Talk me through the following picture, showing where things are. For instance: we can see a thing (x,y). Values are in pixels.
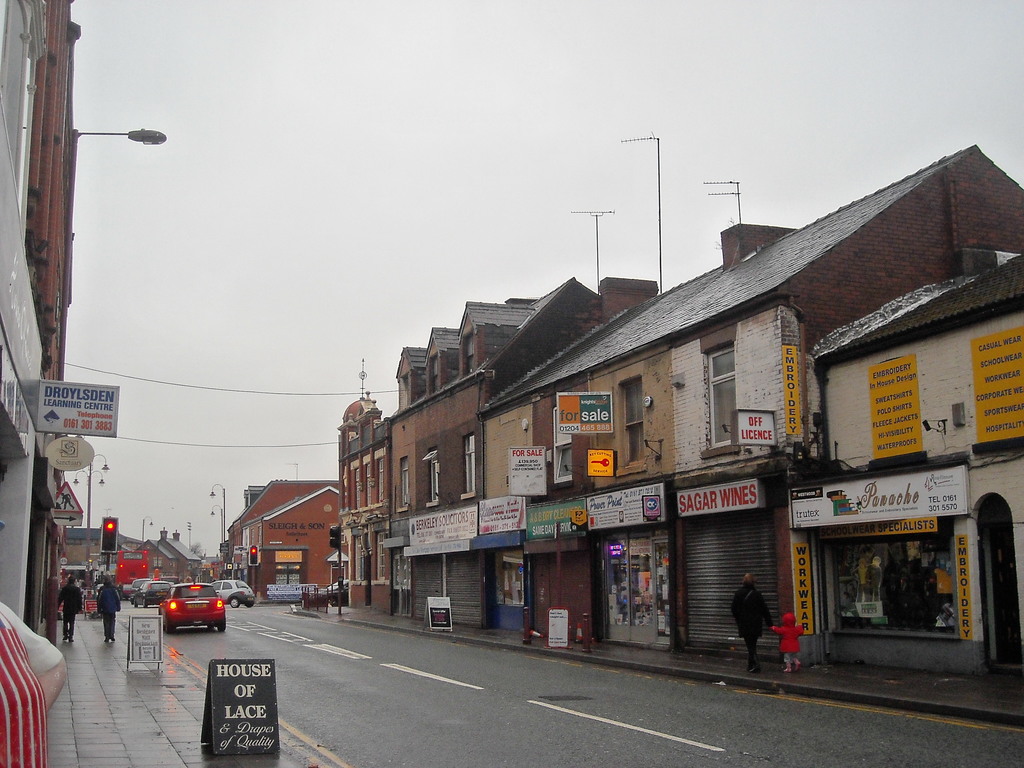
In this image, we can see persons (751,625) wearing clothes (119,608). There is a road (450,697) in between buildings (270,486). There are cars (213,590) and signal poles (105,529) on the road (284,652). There are boards (211,679) in the bottom left of the image (251,686). In the background of the image (196,269), there is a sky (421,138).
